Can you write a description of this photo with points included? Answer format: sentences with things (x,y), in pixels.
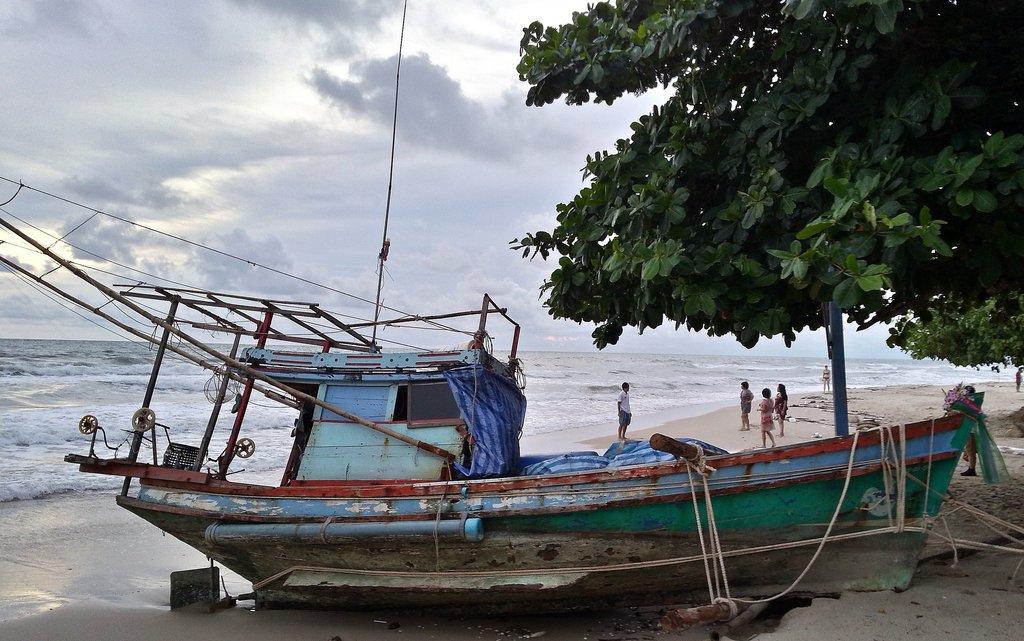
In this picture we can see the sky (212,141) and it seems like a cloudy day. We can see people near to the sea shore (858,394). In this picture we can see the sea (666,358), boat (782,521) and ropes (948,529). On the right side (936,74) we can see the trees (956,187) and at the bottom (751,626) we can see the sand (421,623).
